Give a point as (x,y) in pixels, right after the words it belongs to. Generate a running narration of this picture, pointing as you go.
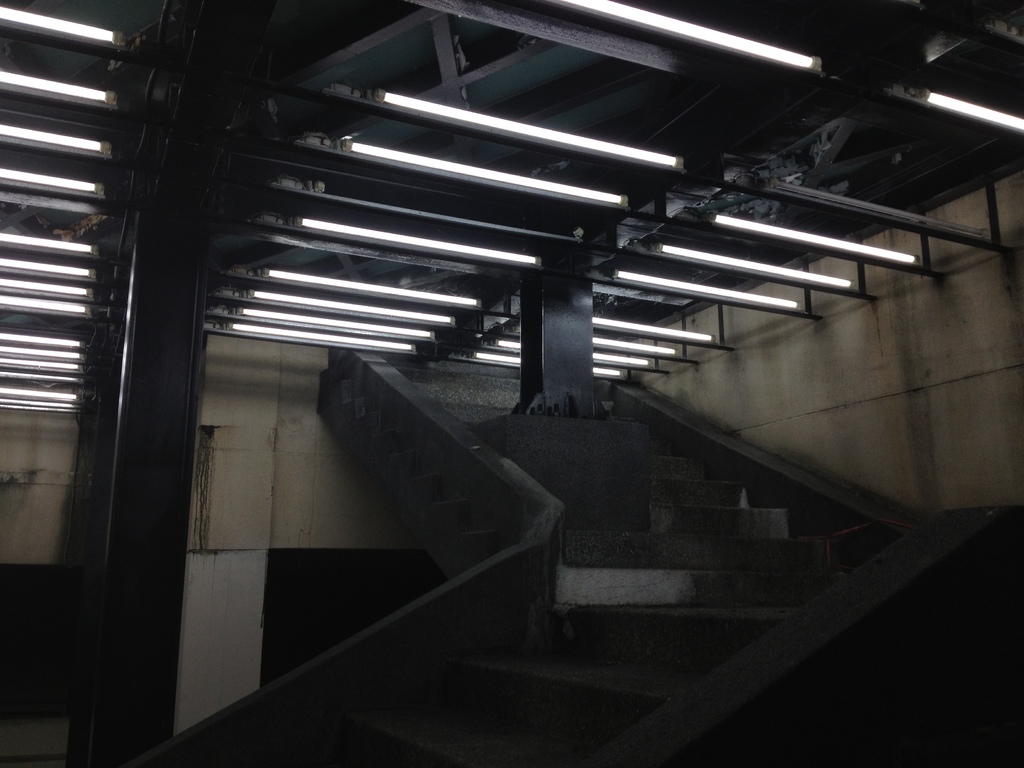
In this image we can see stairs (482,763), wall (744,393) and some lights (406,97) attached to the roof (580,174).
